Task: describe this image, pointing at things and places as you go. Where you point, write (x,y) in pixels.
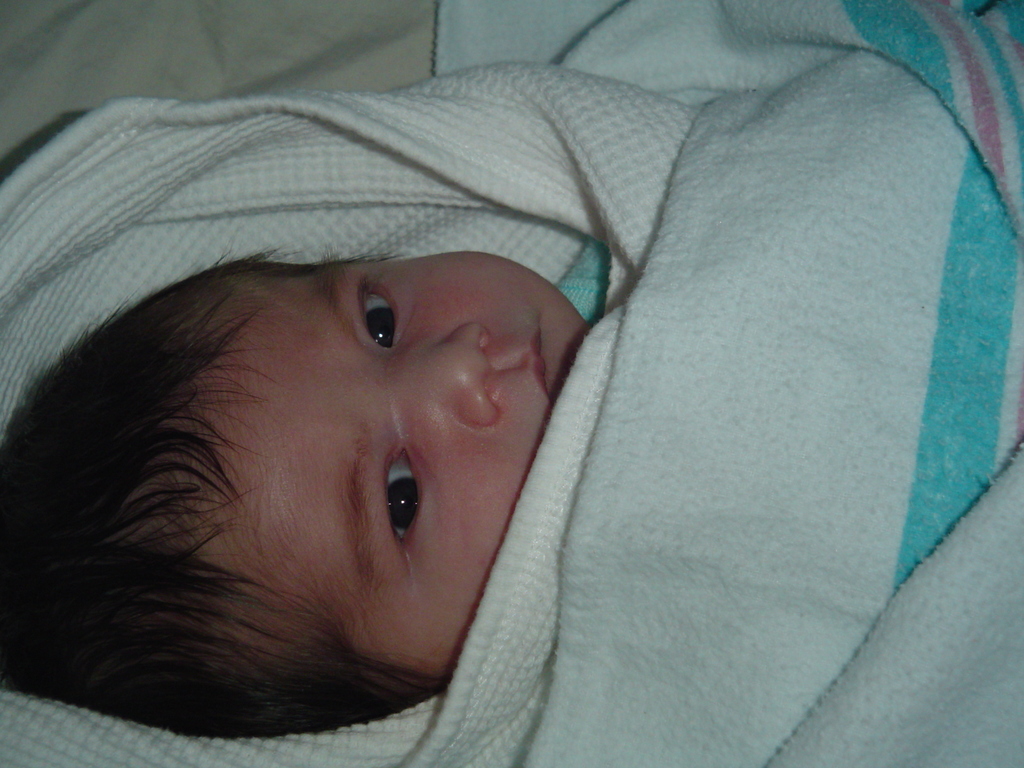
In this image we can see a child (372,341) wrapped in a blanket (633,352).
